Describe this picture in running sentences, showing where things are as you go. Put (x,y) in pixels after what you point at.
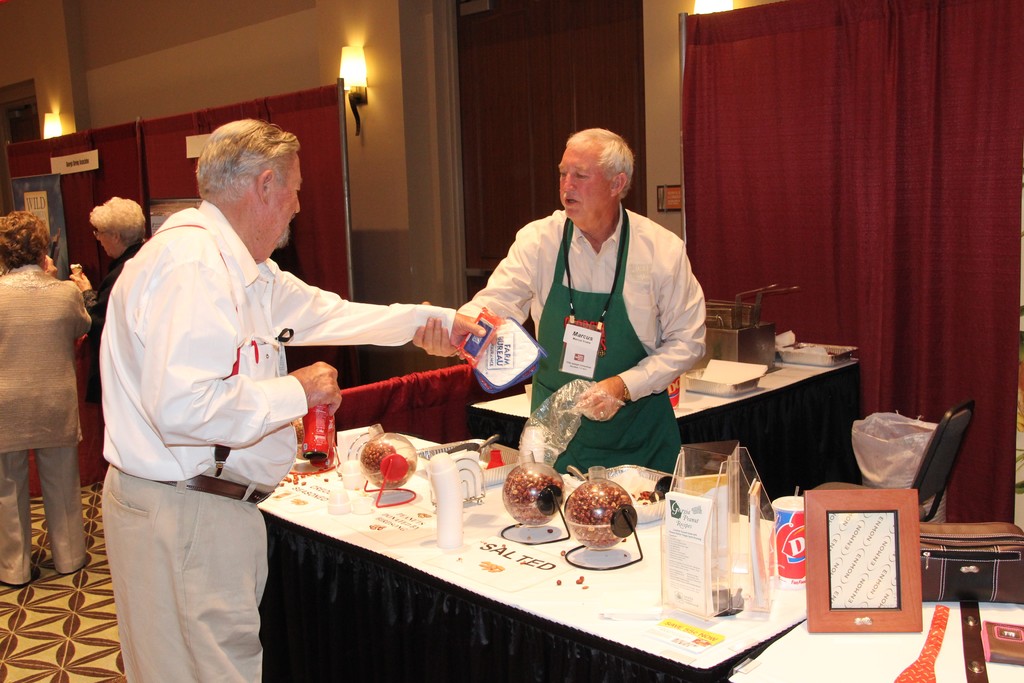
There are two persons (701,352) standing and a table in between them with food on it. Behind them there are curtains (979,152) hanging and lights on the wall (337,16).
